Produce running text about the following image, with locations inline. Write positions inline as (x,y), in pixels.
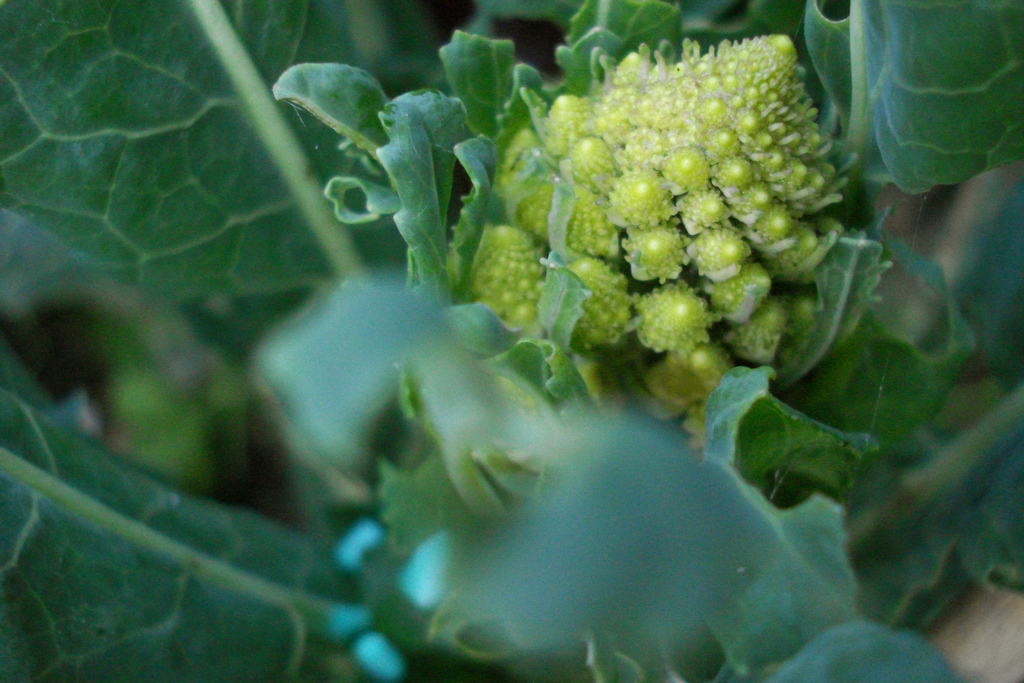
In this image I can see there are leaves (429,295). And in that there is a broccoli (681,268).
